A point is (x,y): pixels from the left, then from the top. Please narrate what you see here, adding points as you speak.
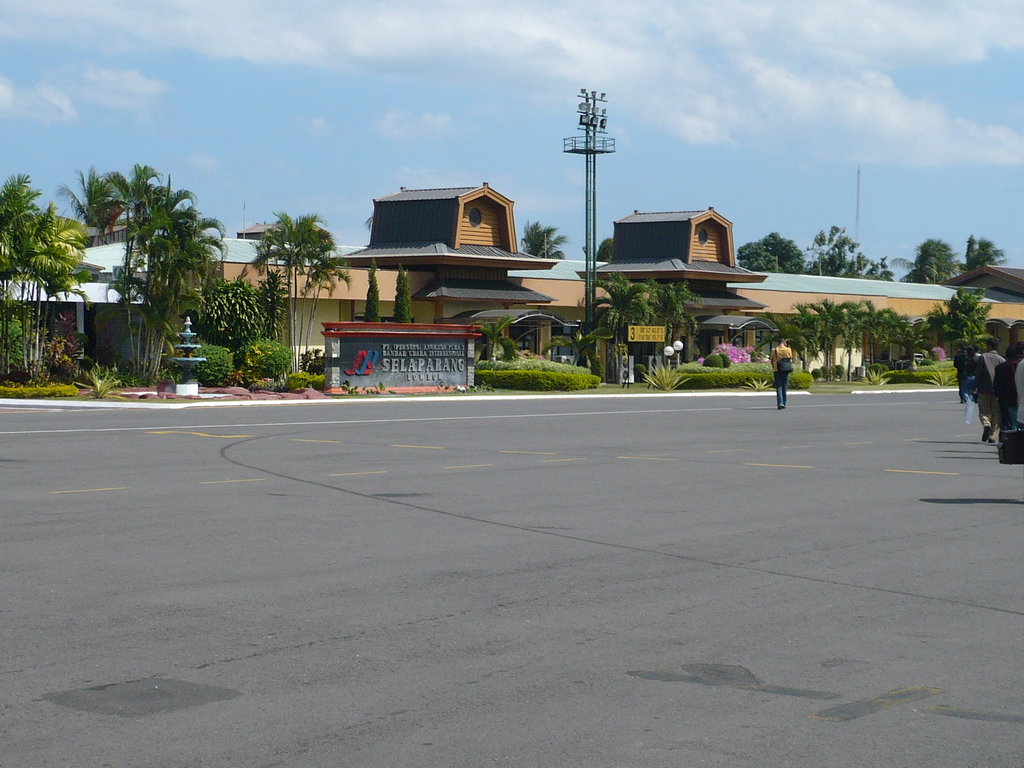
This is an outside view. At the bottom (491,646), I can see the road (826,504). On the right side (996,368) few people (990,394) are wearing bags (966,417) and walking. In the background (516,322) there is a building (580,284) and also I can see many plants (170,330) and trees (961,342). Beside the road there is a pole (592,137) and also there is a wall (400,359) on which I can see the text (441,352). At the top of the image (381,127) I can see the sky (368,69) and clouds (368,69).
